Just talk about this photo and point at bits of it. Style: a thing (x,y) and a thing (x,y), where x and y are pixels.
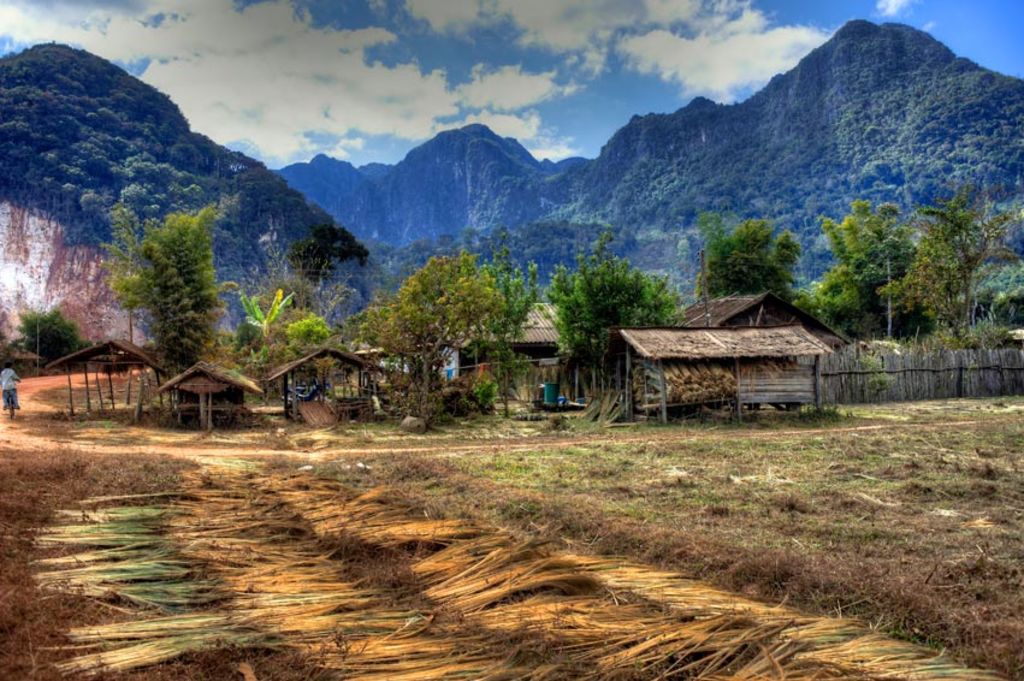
In the image we can see this is a grass (758,488), many trees (724,286), mountains (693,185), huts (654,356) and a cloudy sky (330,34). This is a path (25,398), we can even see there is a person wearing clothes (16,393) and the person (2,371) is riding on the bicycle (13,405).
